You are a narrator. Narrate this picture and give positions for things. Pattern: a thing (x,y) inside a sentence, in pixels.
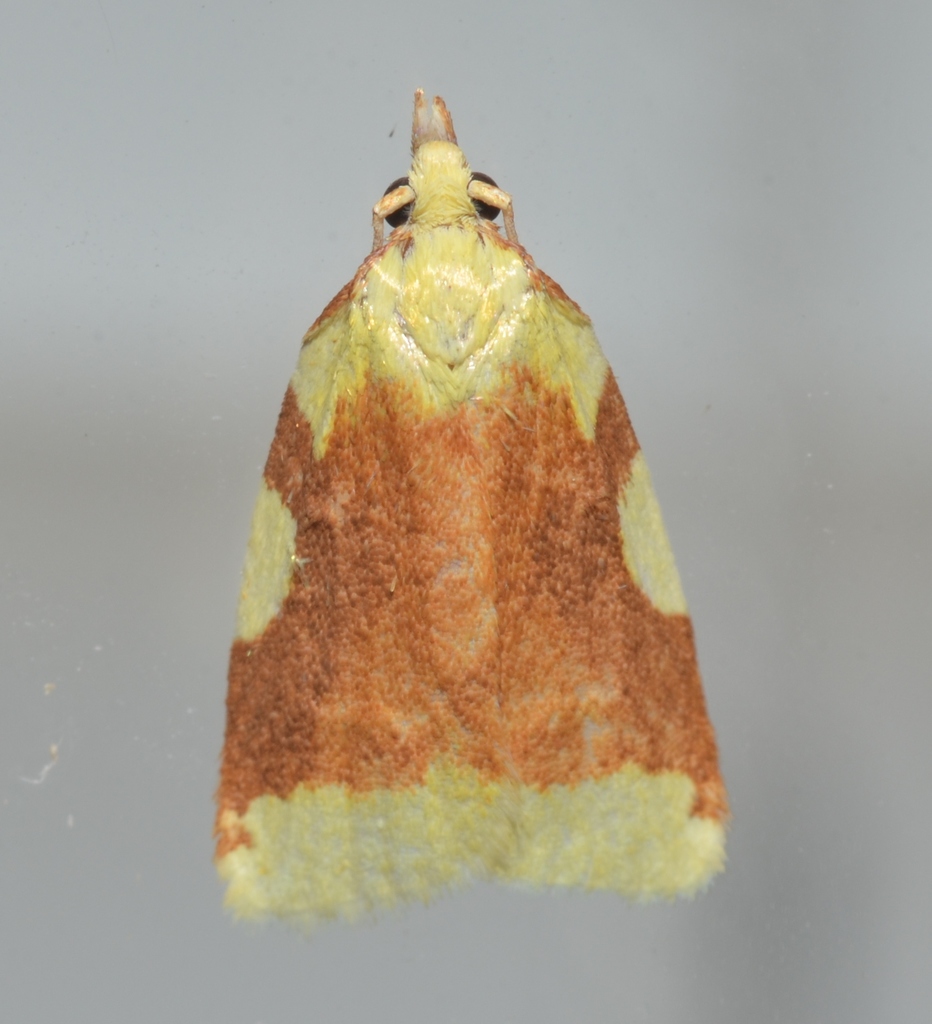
In the middle of the image (352,516) there is a moth (501,632). It is orange and yellow in colors. In this image the background (826,897) is gray in color.
